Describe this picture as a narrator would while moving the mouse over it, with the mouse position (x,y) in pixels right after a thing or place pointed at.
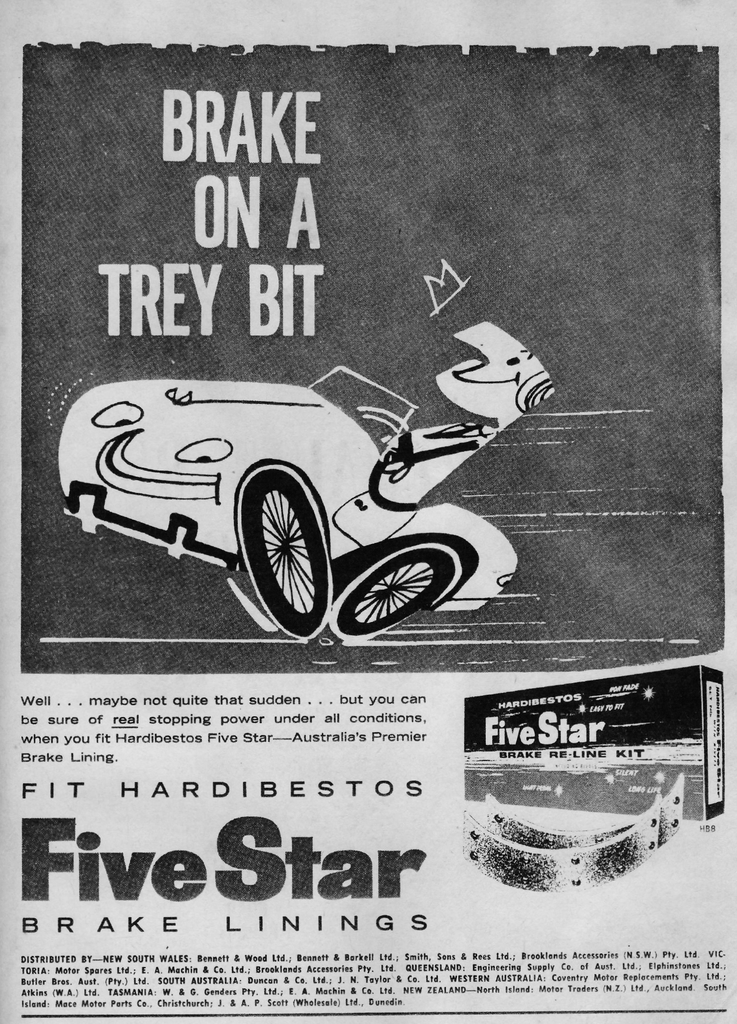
This is an edited image with the borders (307,15). In the center (281,646) there is a paper (648,347) on the top of which the text (274,895) is printed and we can see the picture of a vehicle (368,462), box (604,805) and some other items (550,837).
